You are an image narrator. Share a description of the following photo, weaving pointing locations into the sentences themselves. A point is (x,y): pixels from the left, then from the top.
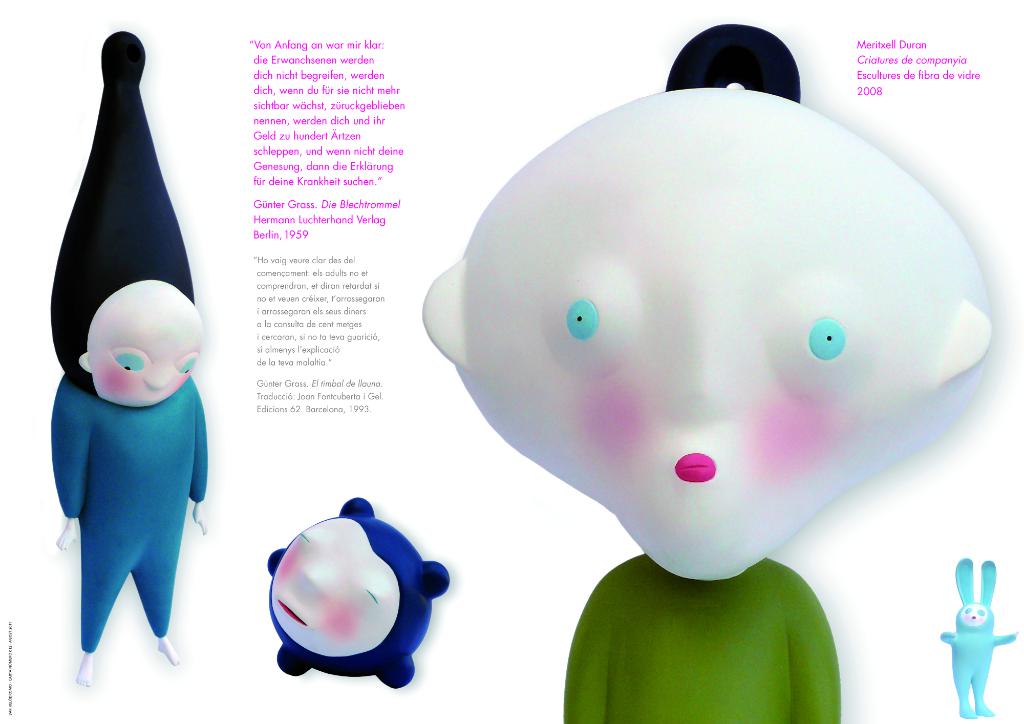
There is something written on the image. Also there are some animated images (701,513) in this.
